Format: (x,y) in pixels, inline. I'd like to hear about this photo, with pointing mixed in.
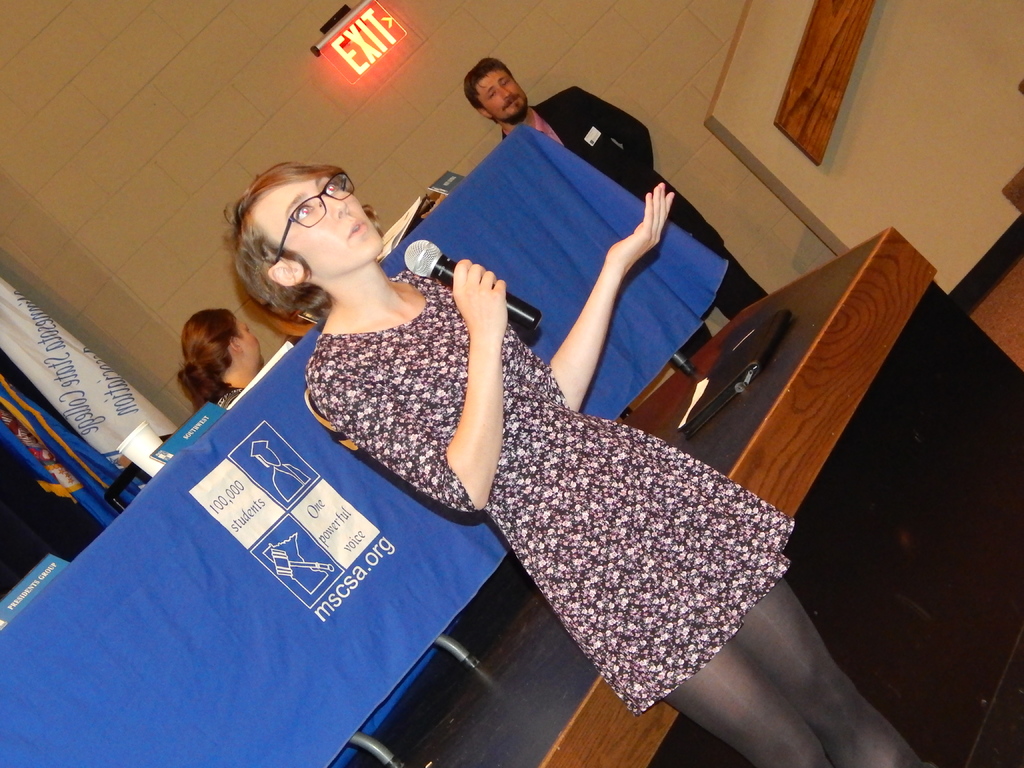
In the center of the image (460,329) a lady (573,397) is standing and holding a mic (525,316) and talking. In the middle of the image (662,333) we can see a table (384,535). On the table (335,511) we can see cloth (202,532), boards (202,424), cups (155,432), papers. In the background of the image (61,66) we can see two persons (617,126), flags (17,349), wall (245,117), sign board (362,65), stairs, table (765,375), file (753,379), paper (706,381). On the right side of the image (1012,293) there is a floor (1014,328).
